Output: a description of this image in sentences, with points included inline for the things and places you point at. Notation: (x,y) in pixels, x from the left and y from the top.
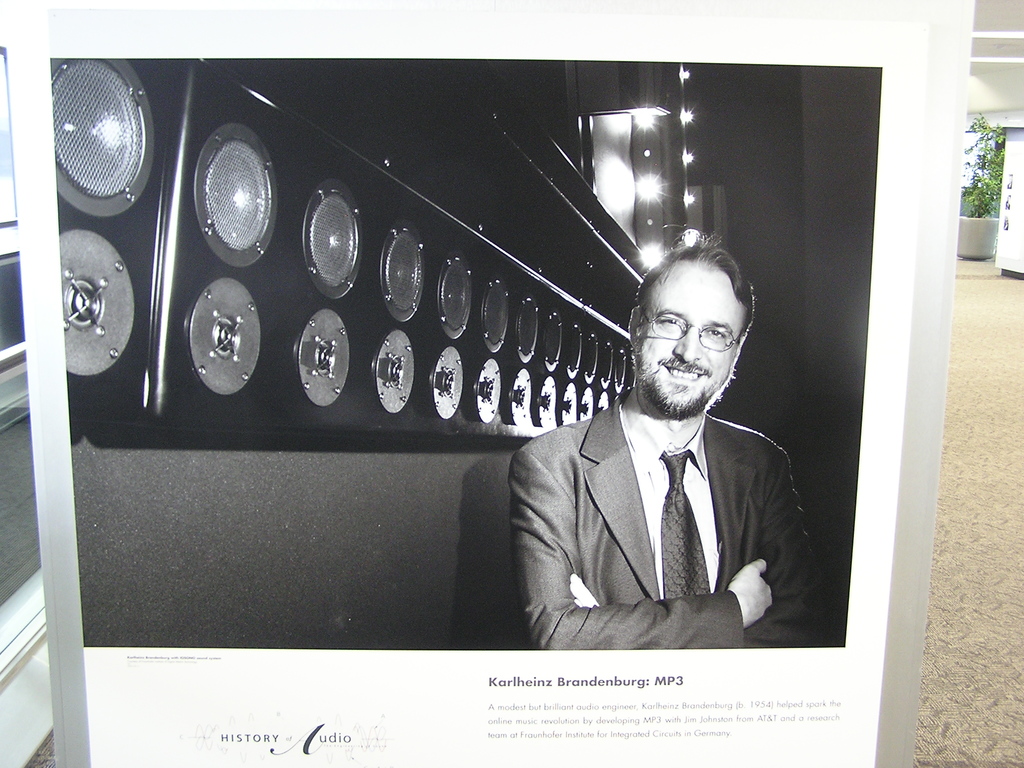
This is an image of the article page (517,349) where we can see one man (716,437) is standing and smiling. Behind him there is a wall (185,221) with lights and speakers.
